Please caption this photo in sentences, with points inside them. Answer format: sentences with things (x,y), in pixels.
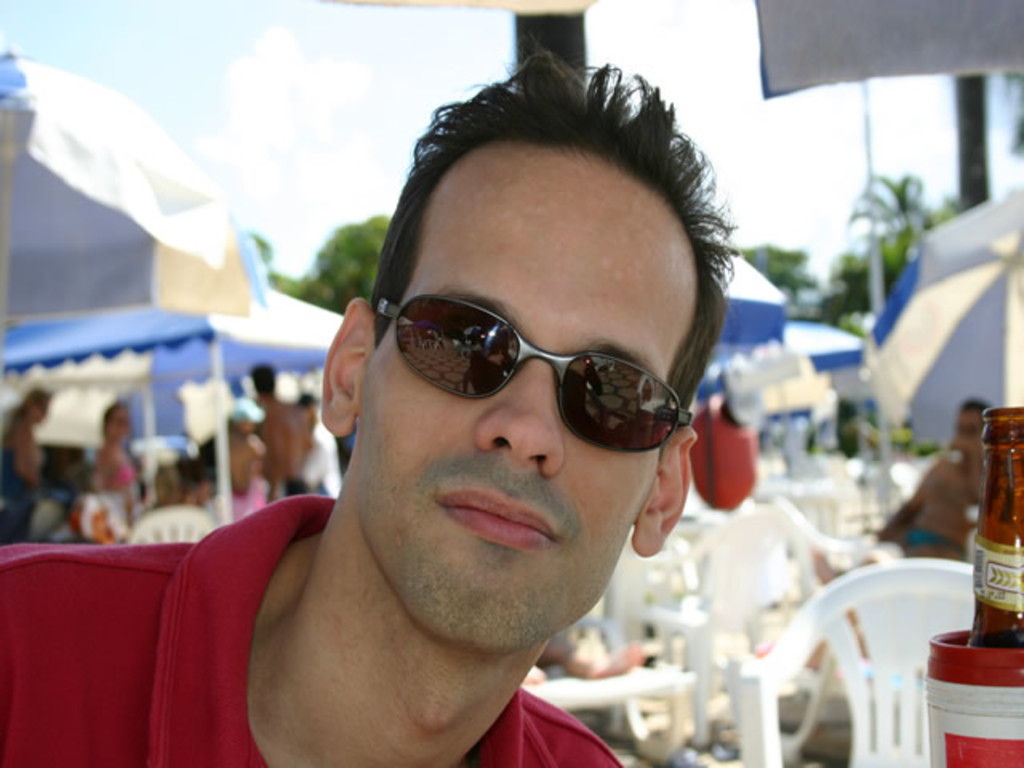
At the top (264,89) we can see sky (305,23) with clouds (445,91). These are trees (917,223). Here we can see few tents (168,296) and under this tent (62,339) there are few persons (258,390) sitting and standing on the chairs (880,605). Here in front of the picture we can see one man (535,180), wearing goggles (684,417). At the right side of the picture (978,562) we can see a bottle (974,643).
